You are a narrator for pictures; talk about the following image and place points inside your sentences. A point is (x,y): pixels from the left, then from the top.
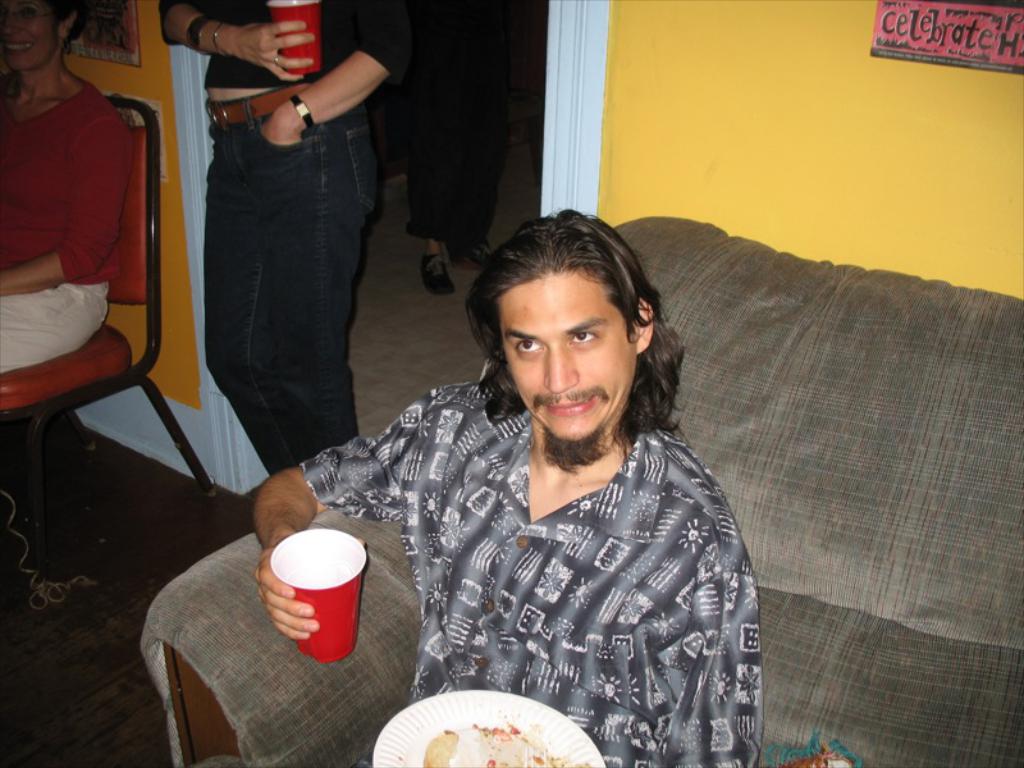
In the picture there are total four persons (279,162) two of them are sitting, one is man (594,581) another is woman (63,349) the man (441,569) is sitting on the grey color sofa (822,537) holding a plate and a cup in both of his hands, the woman (69,341) is sitting on red color chair (44,369) and she is smiling behind there is another person (306,144) standing and holding a cup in the background (745,163) there is a yellow color wall (723,100).
